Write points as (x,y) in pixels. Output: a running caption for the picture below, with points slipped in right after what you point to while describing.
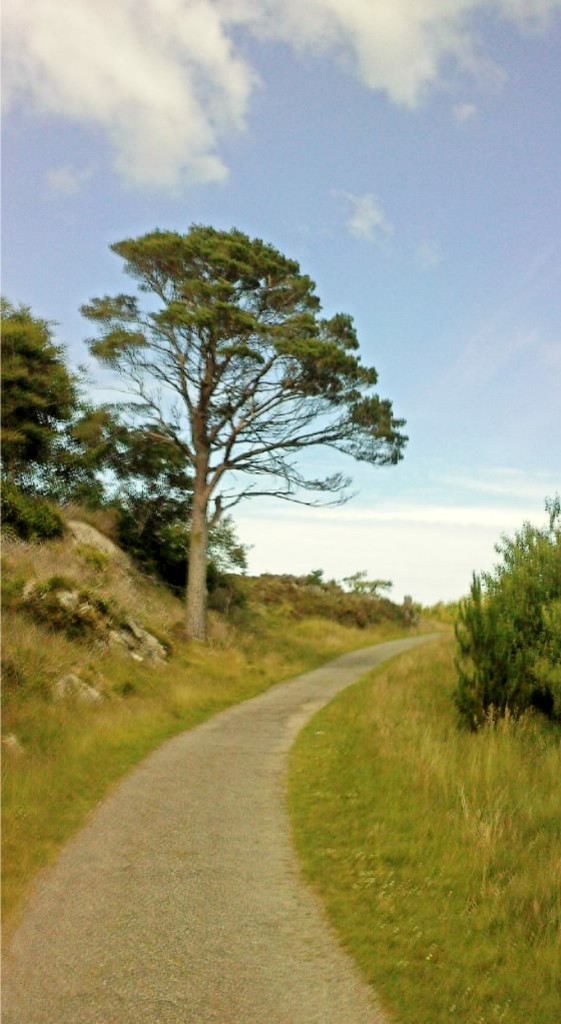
This image consists of a road (244,714). On the left (65,611) and right, there are trees (2,358) and plants (51,602). And we can see green grass (36,557) on the ground (351,803). At the top (346,187), there are clouds (172,1) in the sky (400,161).
